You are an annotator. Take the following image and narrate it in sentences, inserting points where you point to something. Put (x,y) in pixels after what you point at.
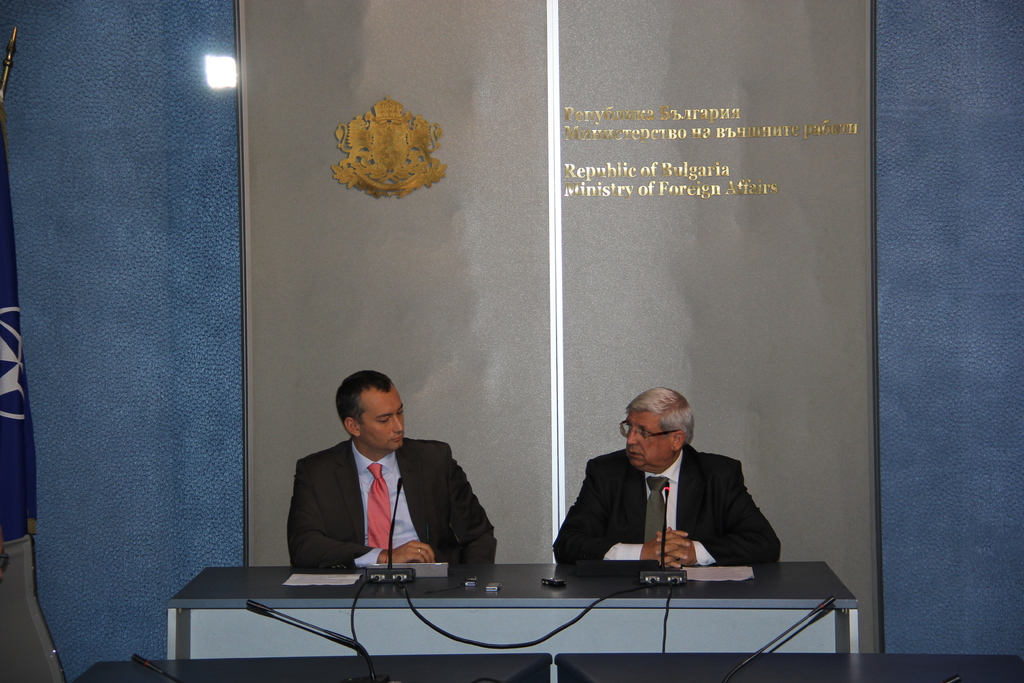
In this image there are two people (436,503) sitting in chairs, in front of them on the table (655,591) there are mics (666,579), papers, cables (639,588) and some other objects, behind them on the wall (269,169) there is a logo (359,148) and some text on it, beside them there is a flag (1,415), in front of them there are a few mics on tables (652,656).
